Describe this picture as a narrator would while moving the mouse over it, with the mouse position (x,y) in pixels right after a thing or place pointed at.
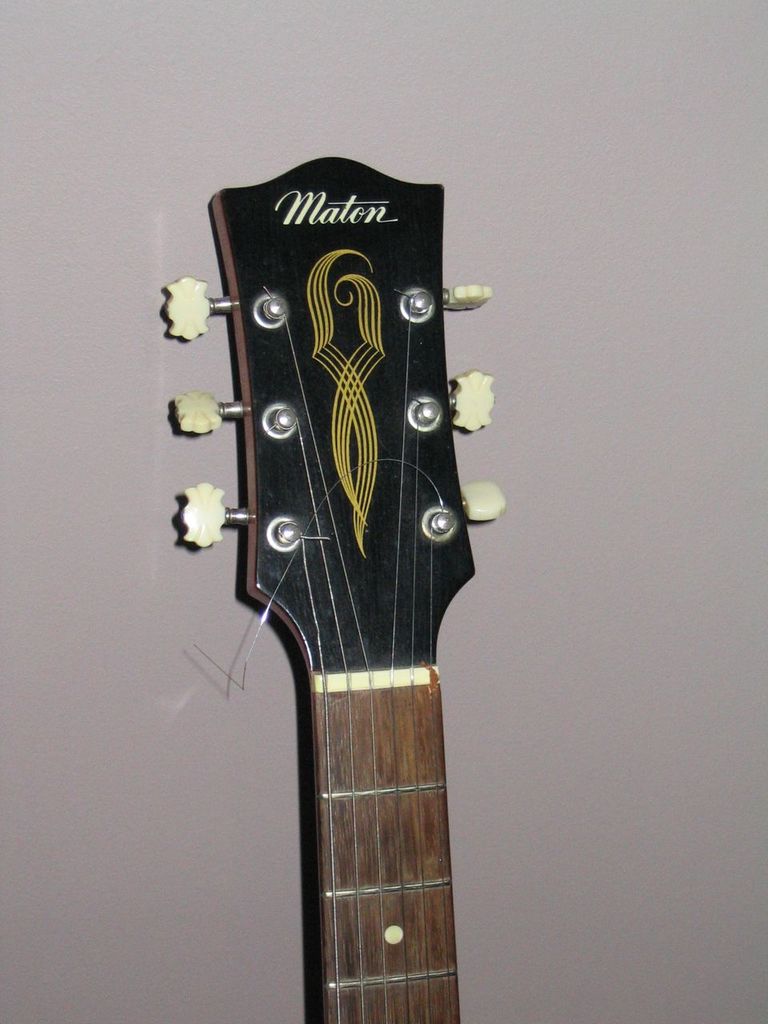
In this image we can see the part of a guitar (419,547). In the background (710,870) we can see the wall (647,679).
